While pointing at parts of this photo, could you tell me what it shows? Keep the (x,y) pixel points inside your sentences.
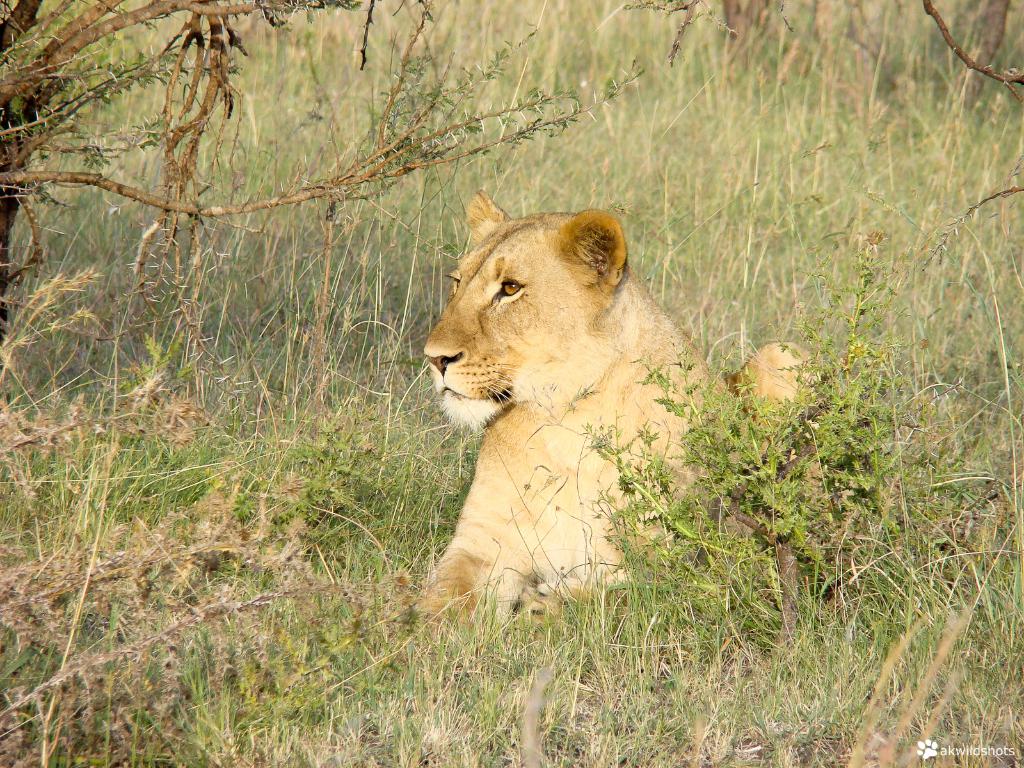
In this image I can see an animal (508,524) which is in brown and white color. It is on the grass (429,656). In the background (217,297) I can see few plants (107,97).
